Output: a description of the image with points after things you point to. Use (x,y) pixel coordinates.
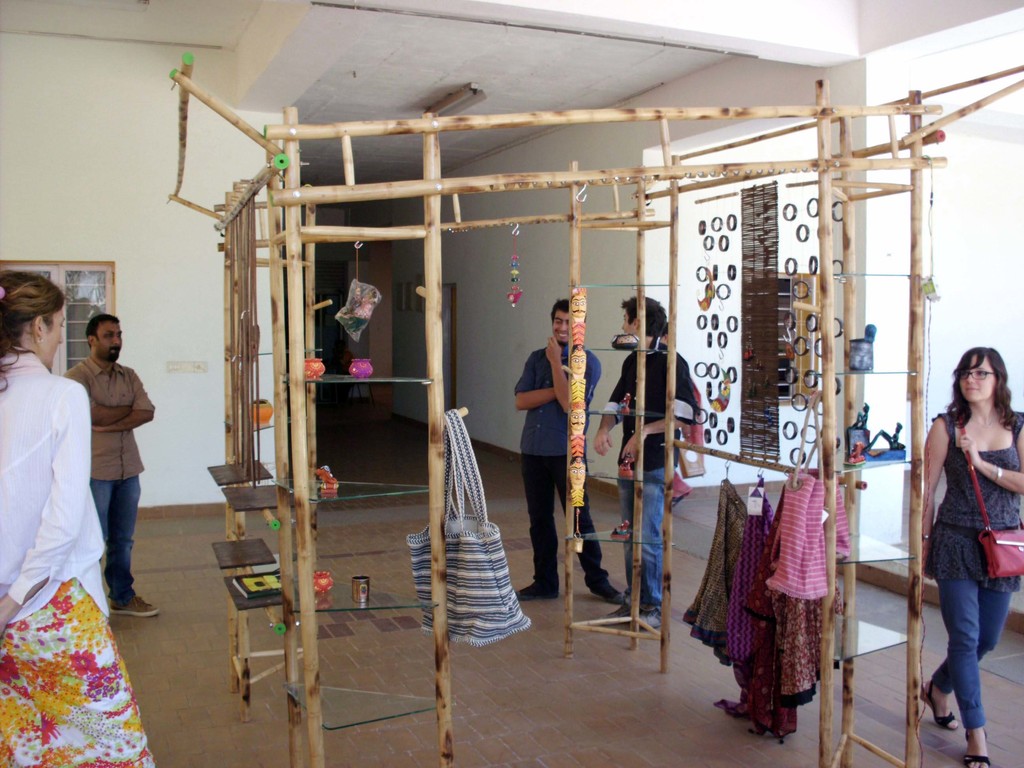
In the picture we can see under the house (362,105) with some pole construction (319,229) with some handbags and some clothes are hanged for it and around it we can see a few people (27,485) are standing and watching it and behind it, we can see the wall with a part of the window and opposite side of it we can see the pillar (829,180) and some things (750,296) are placed near it.
